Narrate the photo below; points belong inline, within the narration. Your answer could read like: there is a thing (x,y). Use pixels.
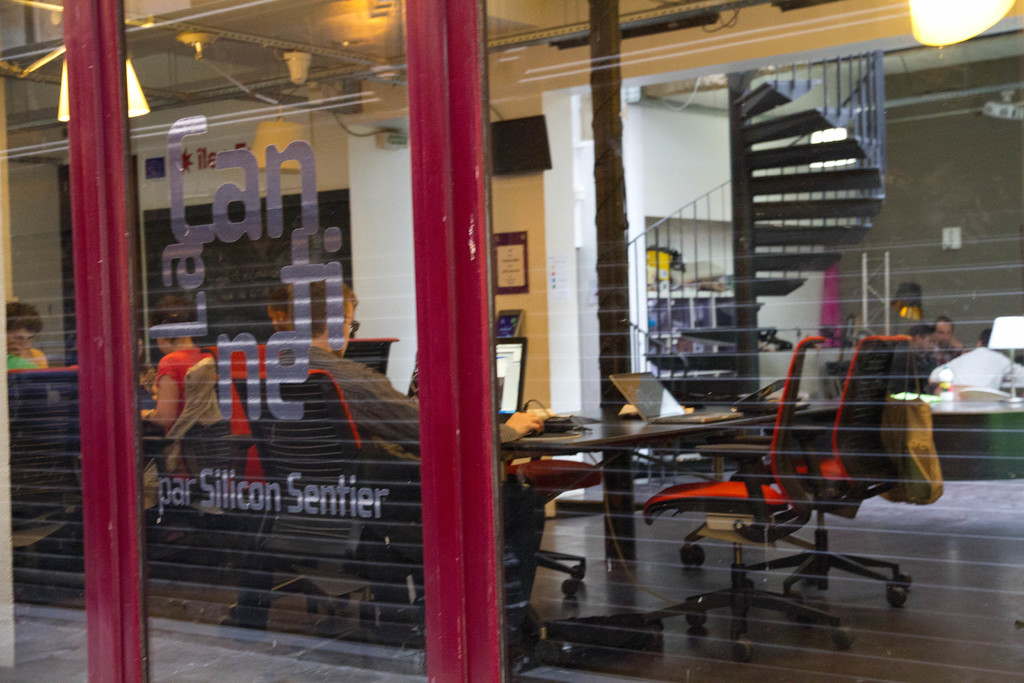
In this picture I can see a building (369,270) in front (450,32) and through the glasses (358,244) I can see few people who are sitting on chairs (237,388) and I see tables (629,421) in front of them, on which there are laptops (512,384). On the top of this picture (214,46) I can see the ceiling (255,17) on which there are lights (923,1). In the background (739,129) I can see the stairs (745,159) and few more people (917,371). In the front of this picture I can see something is written on the glass (216,360).
